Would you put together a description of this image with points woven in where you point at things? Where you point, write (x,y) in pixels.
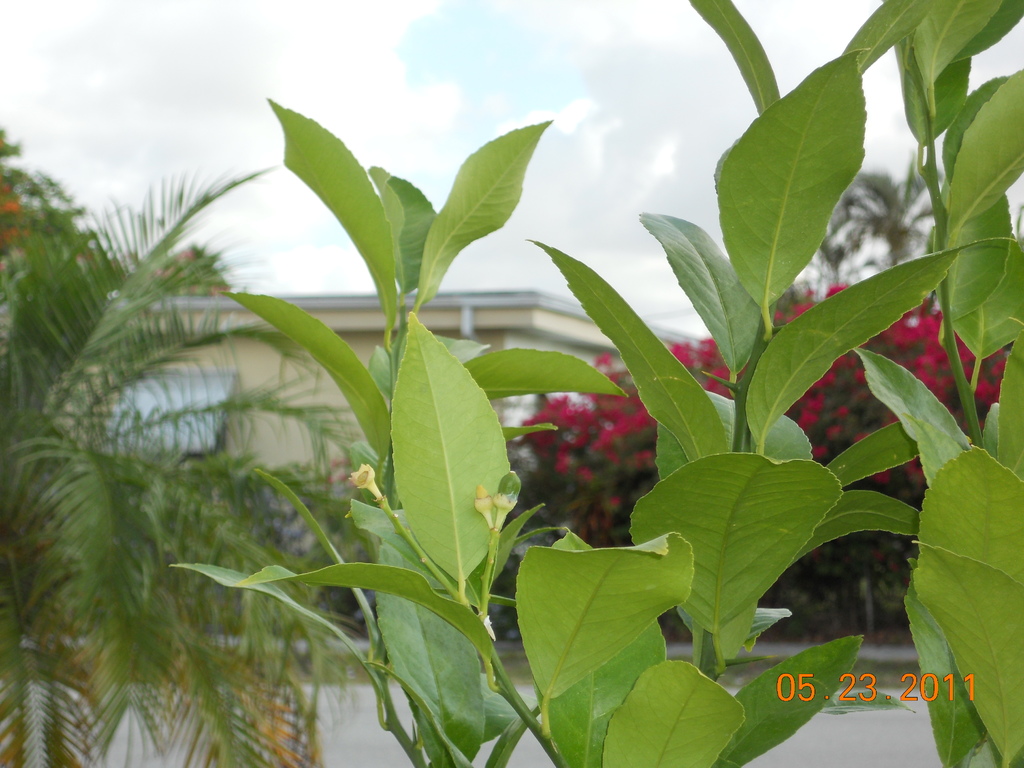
In this image, we can see a building (195,366) and there are trees (807,334). At the top (564,54), there is sky (618,102) and at the bottom (844,692), we can see some text (804,685).
